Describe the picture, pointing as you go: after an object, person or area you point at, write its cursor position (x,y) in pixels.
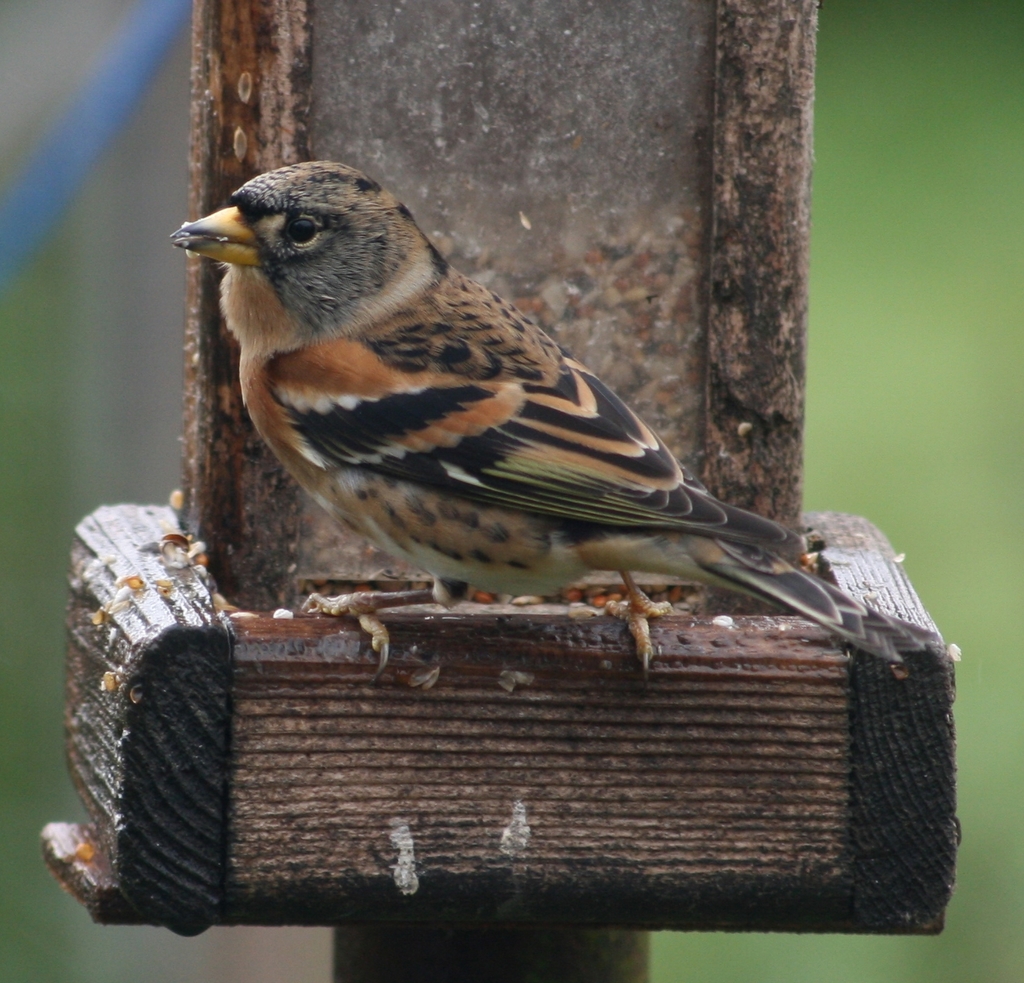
In this image there is a bird (529,319) on the wooden object (383,586). And the background (884,423) is blurred.
